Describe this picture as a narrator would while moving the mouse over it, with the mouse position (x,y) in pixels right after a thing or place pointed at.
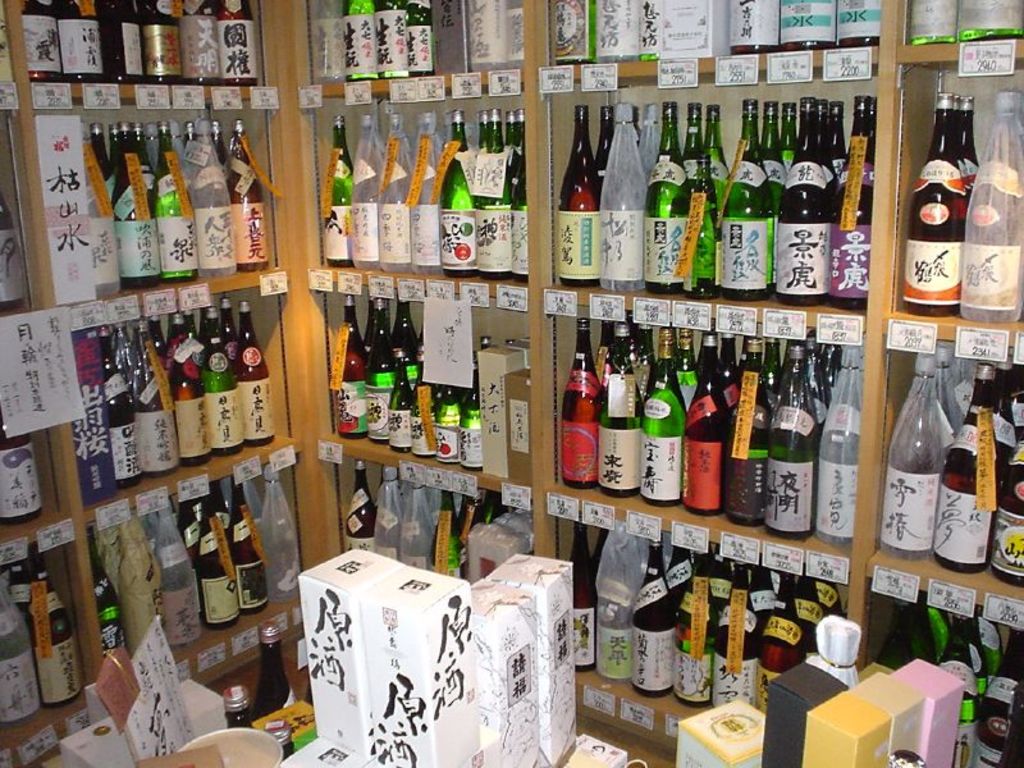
In this picture there are many bottles (251,237) arranged in the shelf (178,524). There are few boxes (495,692), bowl (249,730) on the table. There is a paper (44,369) on the shelf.
